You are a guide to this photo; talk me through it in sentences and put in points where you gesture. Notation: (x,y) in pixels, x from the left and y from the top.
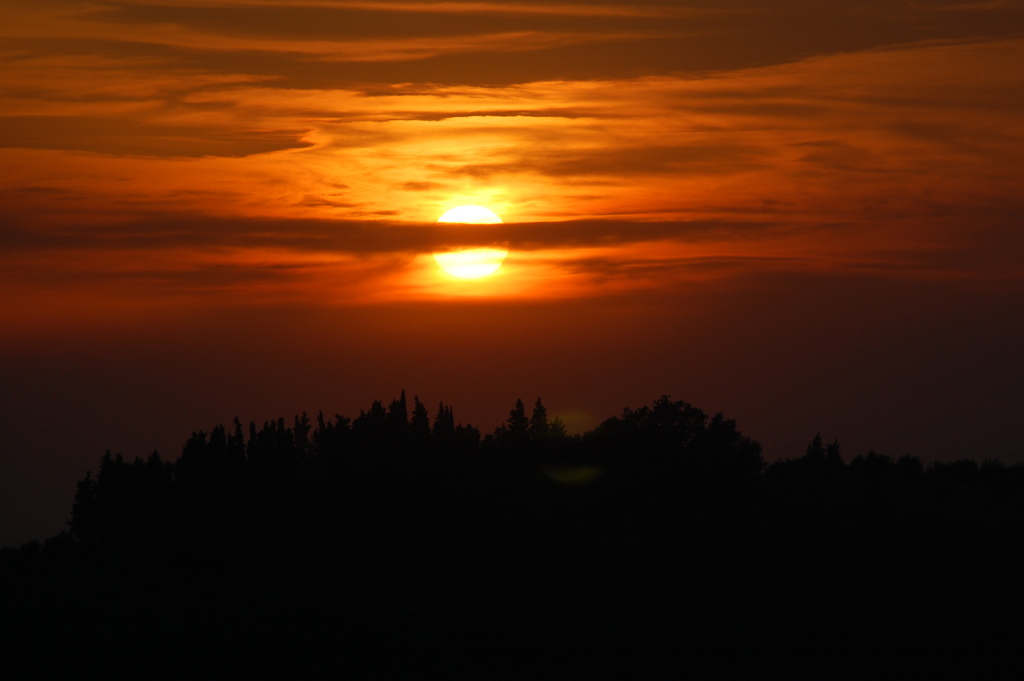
In the image in the center (529,265) we can see the sky (363,161), clouds (304,228), sun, trees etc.
